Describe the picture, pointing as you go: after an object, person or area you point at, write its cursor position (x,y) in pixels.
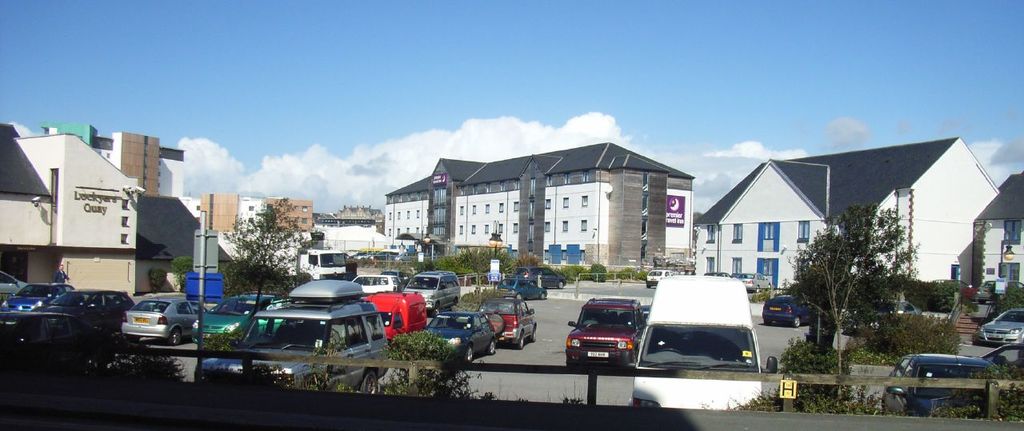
This picture is clicked outside. In the foreground (248,371) we can see the wooden planks (187,350) and a metal rod (204,238) and some other objects (210,254) and we can see the trees (842,257) and plants (818,386). In the center (386,259) we can see the group of cars (598,333) seems to be parked on the road (542,336). In the background (424,43) we can see the sky (424,138) with the clouds (454,144) and we can see the buildings (59,211), trees (466,272), vehicles (542,270) and many other objects (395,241).
